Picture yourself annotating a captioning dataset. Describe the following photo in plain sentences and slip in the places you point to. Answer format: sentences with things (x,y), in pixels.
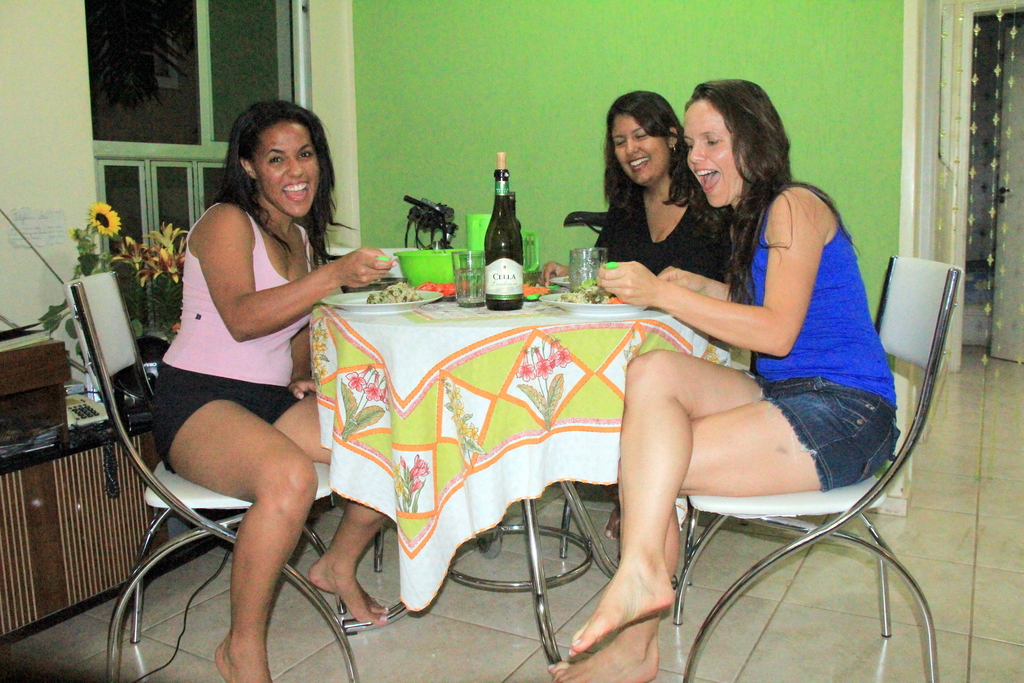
Here 3 women (676,476) are sitting on the chairs (723,501) and having food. There is a wine bottle (488,289) on the table (444,313) and wine glasses (480,287) behind this girl (245,190) there is a window (171,111) and this is a wall (735,48).
